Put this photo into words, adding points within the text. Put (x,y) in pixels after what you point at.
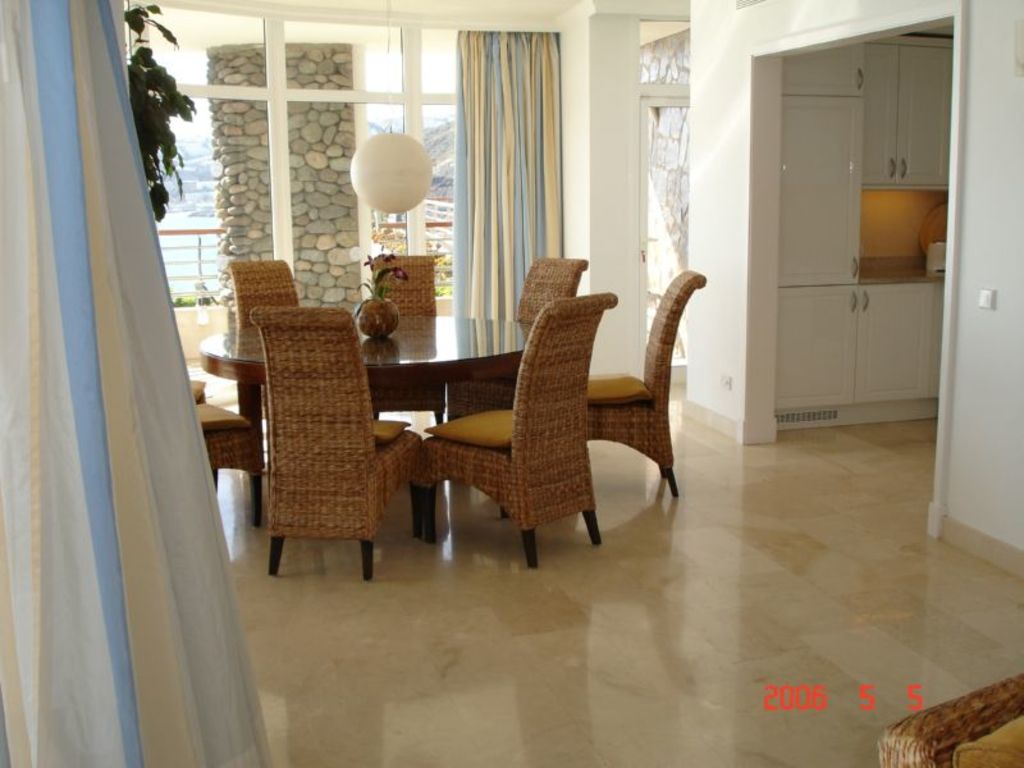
This image is clicked inside a room (808,607). In the center (428,363) there is a wooden table (438,363) and chairs (301,401) beside it. There is a flower vase (391,317) on the table (400,331). Above to it there is a paper lantern (383,165) hanging. Behind it there is a glass wall (208,196). There are curtains (499,123) to the wall (582,118). To the right (825,314) there is another room (850,365). There are cupboards (865,325) to the wall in that room (850,312). To the left (70,505) there are leaves (164,130) of a plant (163,101) and curtain (91,428). Outside the glass wall (281,175) there are pillars (245,210), a railing (197,248) and house plants (446,261). Behind the railing (201,246) there is water (182,218). In the bottom right (782,689) there are numbers (803,689) on the image.
